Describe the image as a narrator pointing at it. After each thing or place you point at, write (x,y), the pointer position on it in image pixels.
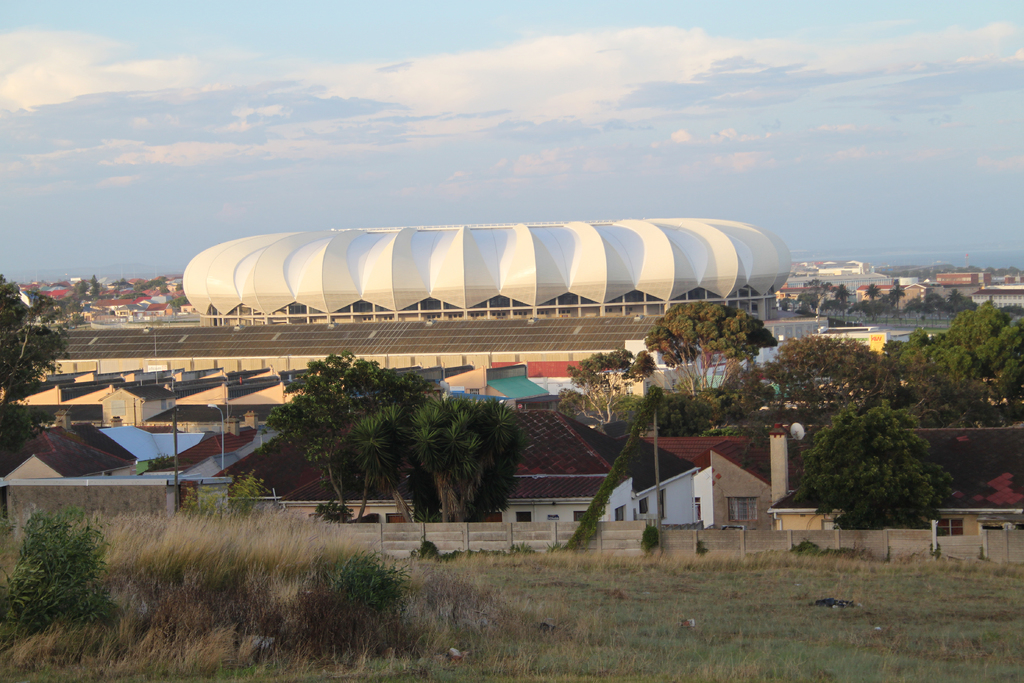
In the picture I can see buildings (544,437), trees (404,425), the grass (501,599) and poles (656,440). In the background (403,134) I can see the sky (358,127).
